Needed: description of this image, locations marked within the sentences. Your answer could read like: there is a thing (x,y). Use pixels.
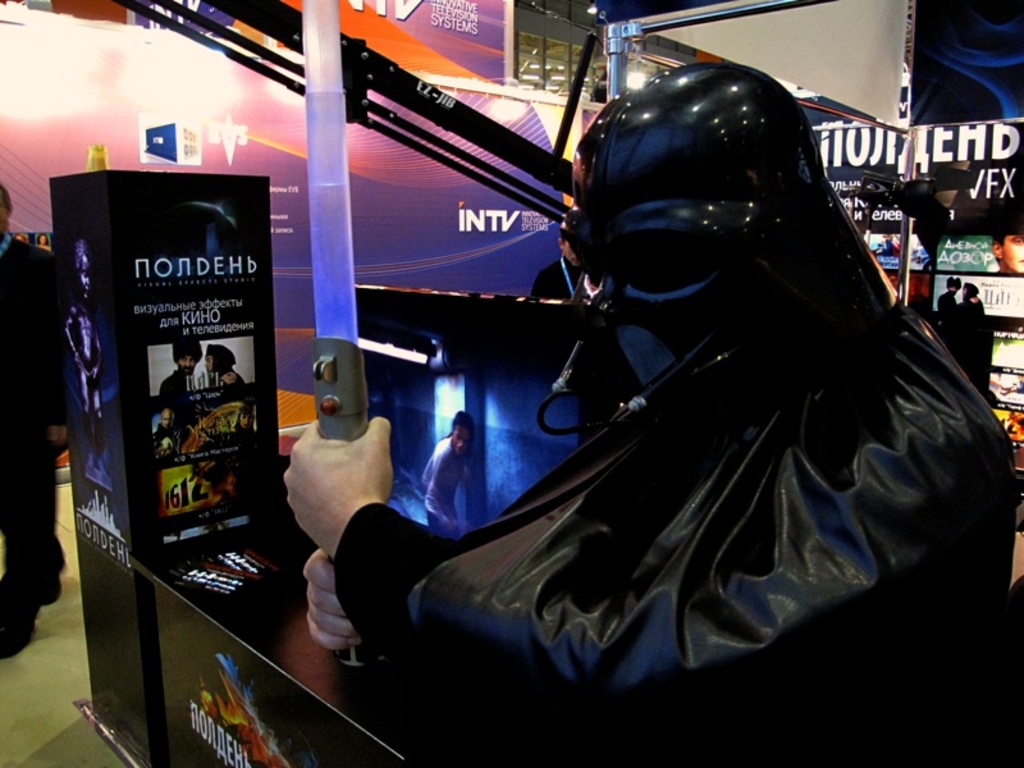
In this picture we can see a person (623,188) wore a costume (722,261) and holding a sword (324,28) with hands (369,486). In the background (38,198) we can see a man (48,327) on the floor (34,679), posters (274,332) and some objects (407,145).
